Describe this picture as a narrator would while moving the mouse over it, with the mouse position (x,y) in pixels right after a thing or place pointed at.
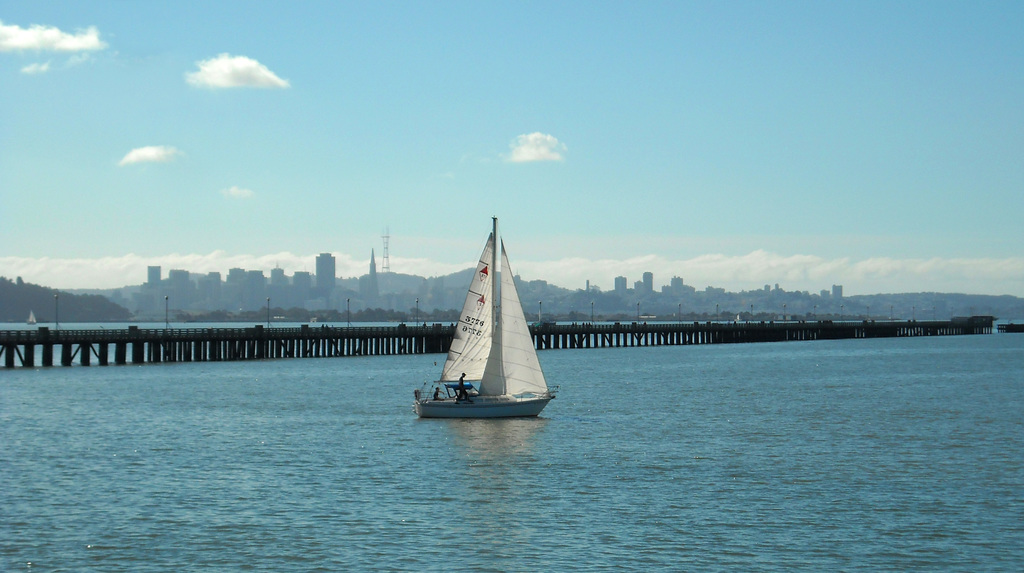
In this image I can see boats (31,320) on the water (234,388). There are two persons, buildings (259,280), hills (552,309), there is a bridge (538,334) and in the background (255,241) there is sky (284,218).
